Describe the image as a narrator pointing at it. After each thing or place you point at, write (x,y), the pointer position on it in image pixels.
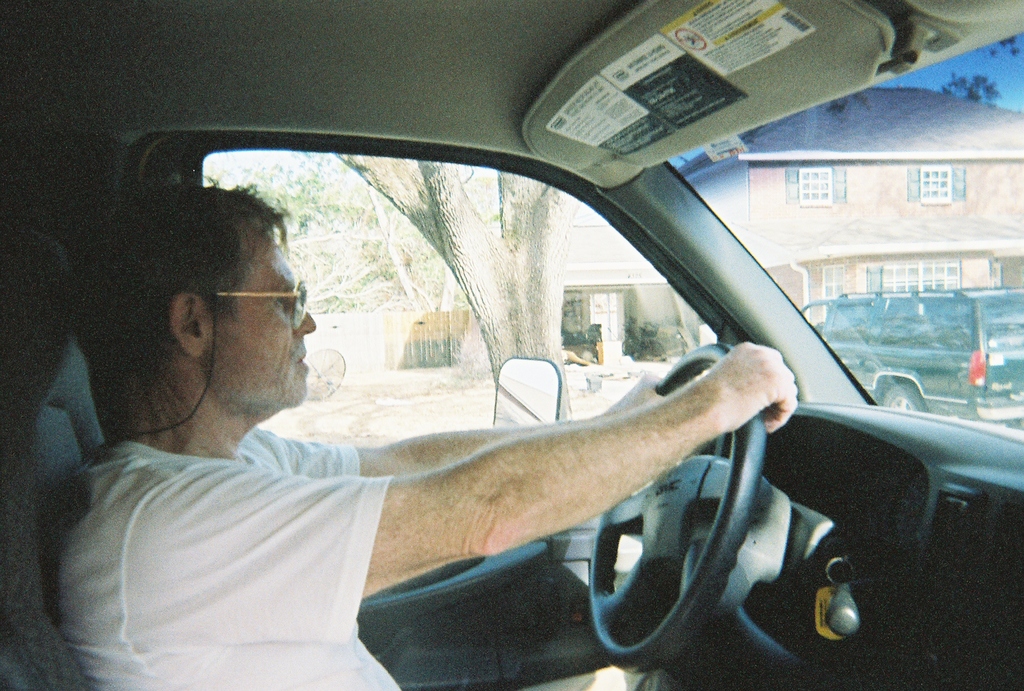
This image is taken in a car (198,102). In the middle of the image (676,412) a man (279,511) is sitting on the seat (43,603) and he is holding a steering (680,472) in his hands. Through the window (414,326) we can see there are a few trees (432,259) and there is a building (610,303). On the right side of the image (936,270) there is a windshield (813,261) and through the windshield (877,318) we can see a car (915,316) parked on the ground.
